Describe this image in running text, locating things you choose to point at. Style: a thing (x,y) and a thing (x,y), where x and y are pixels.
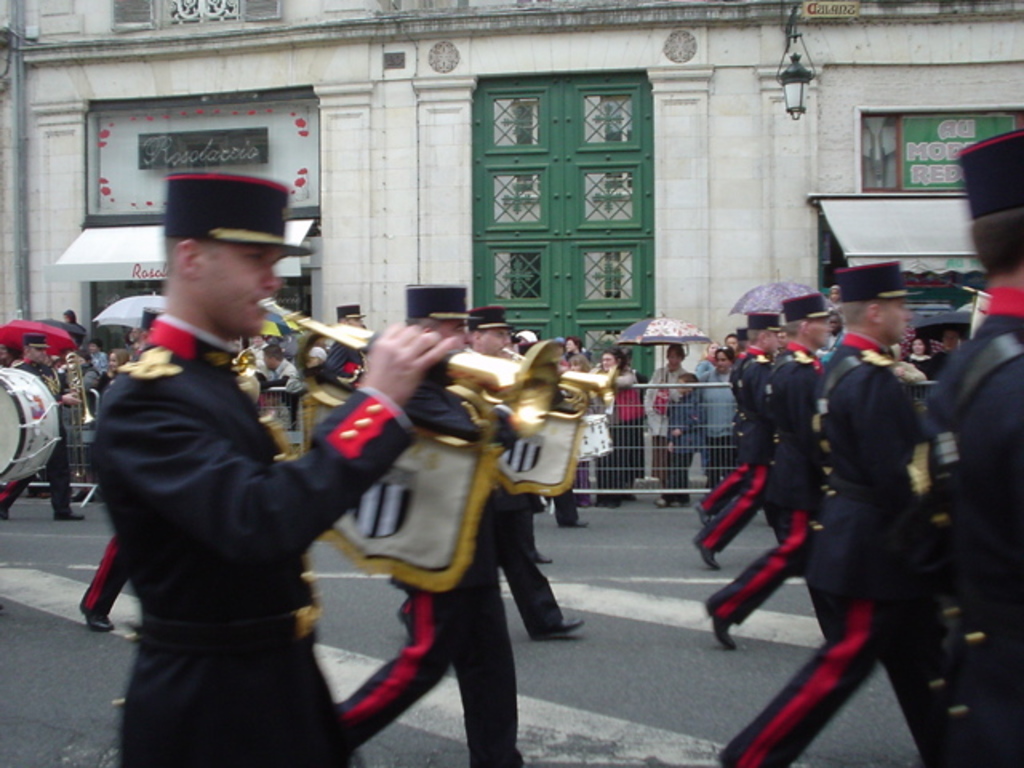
In this picture I can see the road (46,540) on which there are number of people (237,474) and I see that all of them are wearing same costumes (249,446) and holding musical instruments (8,450). In the background (271,6) I can see the buildings (728,281) and I see few more people (141,341) standing and I can see few umbrellas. I can also see something is written on both the sides of this picture.
